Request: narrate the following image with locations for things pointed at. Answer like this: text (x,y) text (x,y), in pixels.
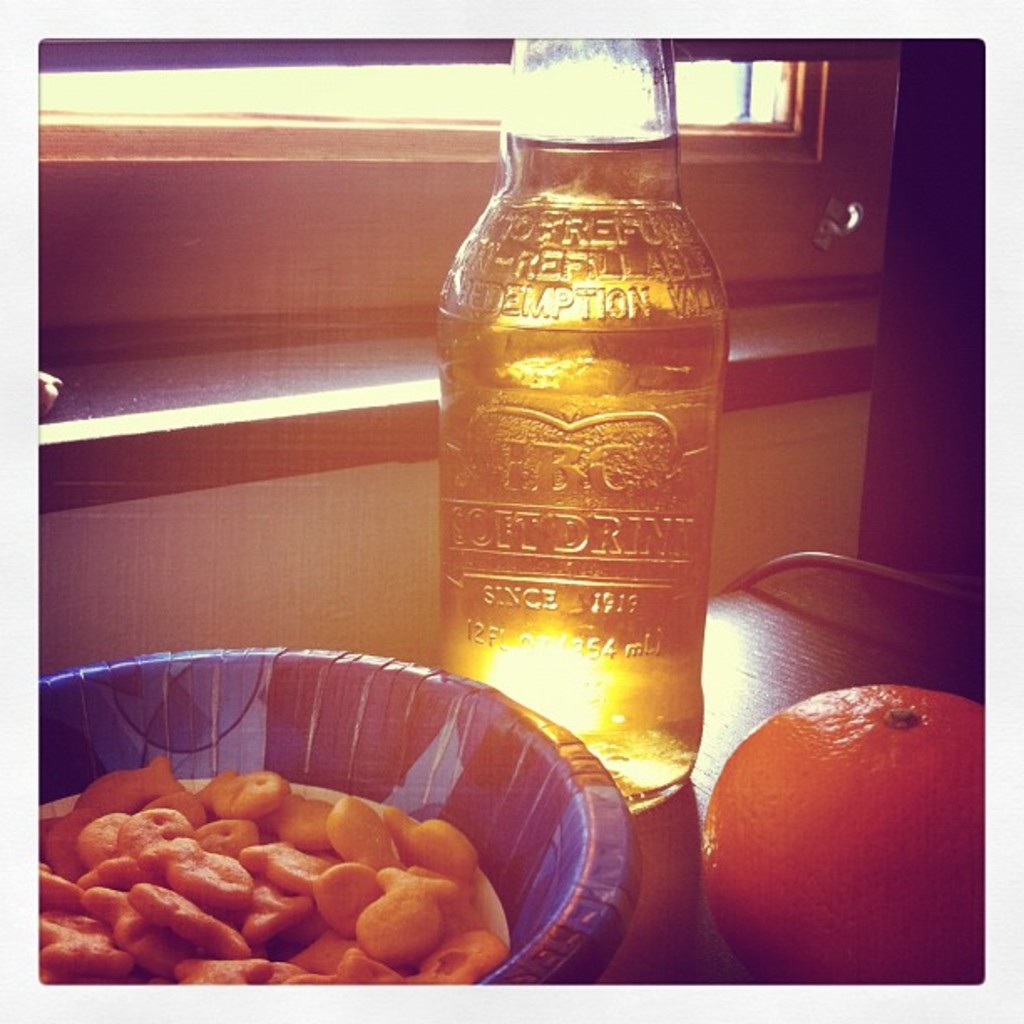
In the image we can see there is a bowl (502,831) in which there are snacks (356,861) and on the table (660,831) there is a soda bottle (619,482) and an orange (791,796).
